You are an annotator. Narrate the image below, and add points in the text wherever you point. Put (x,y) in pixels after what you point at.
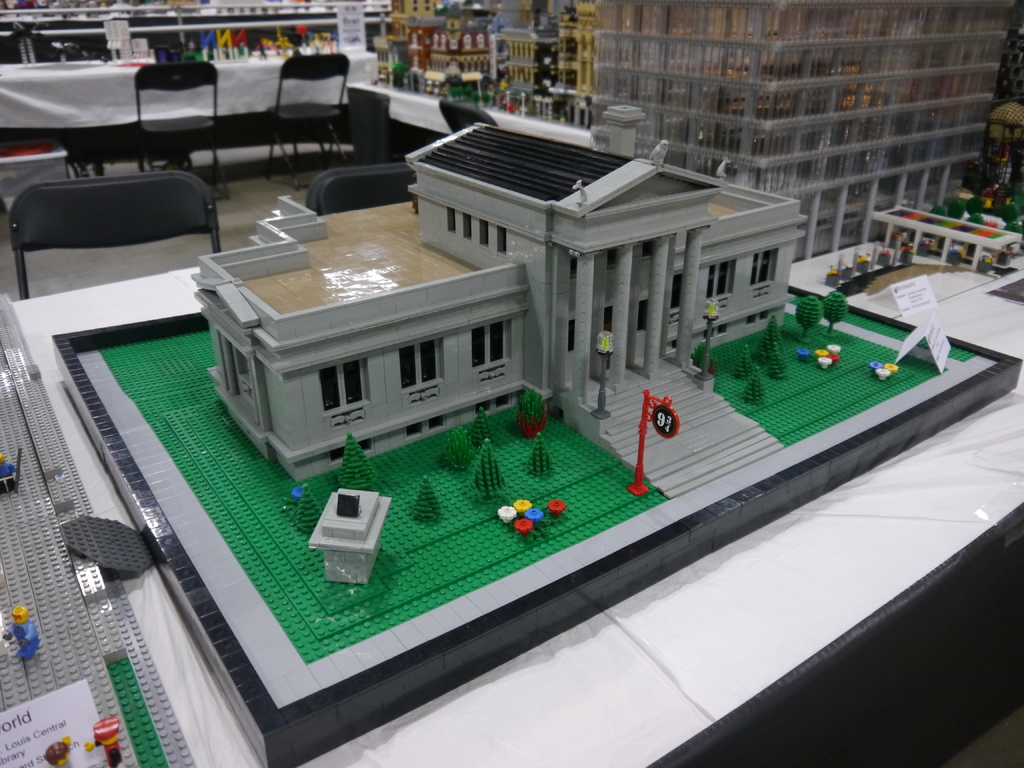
In this picture we can see toys (244,50), chairs (323,67), tables (20,102) with miniature buildings (299,358) on it, name boards (944,355) and in the background (135,22) we can see some objects (305,48).
